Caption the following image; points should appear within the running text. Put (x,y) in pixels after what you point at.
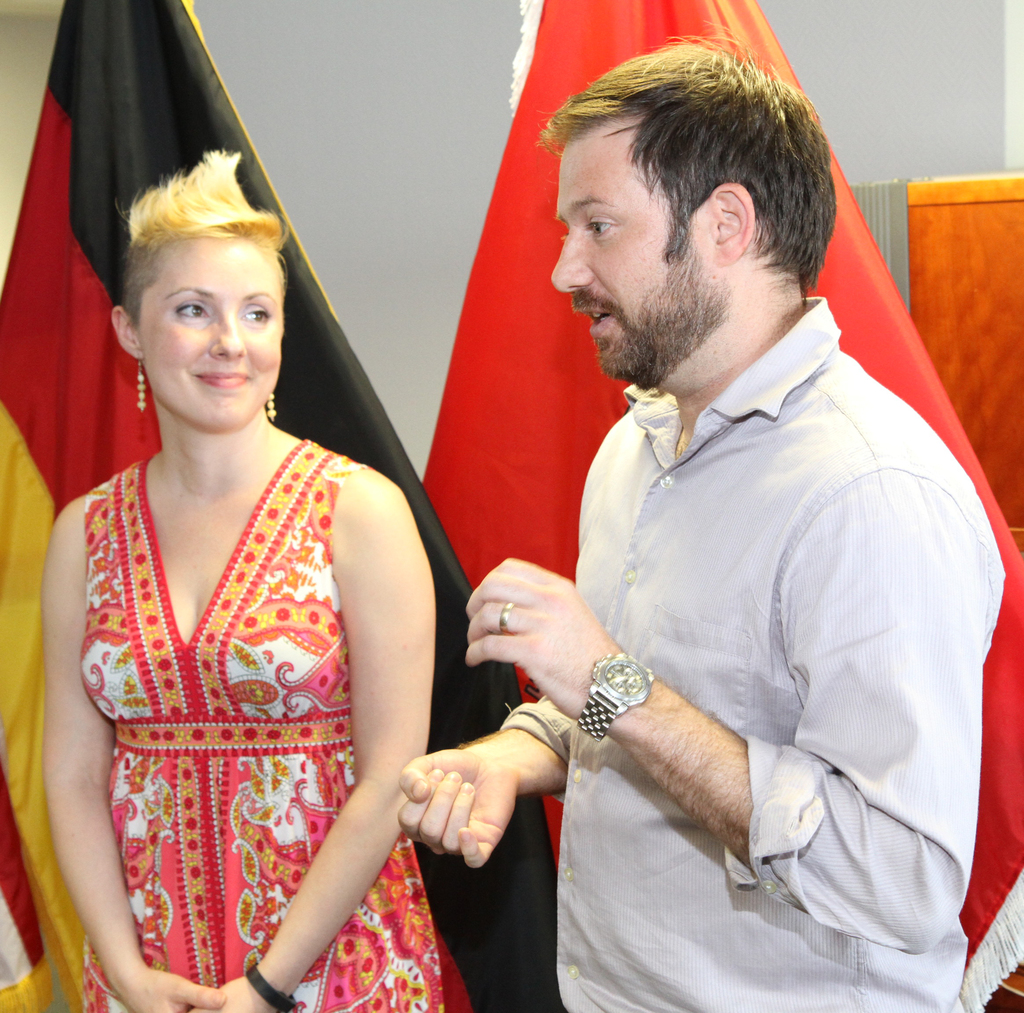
In this image I can see two people (490,645). In the background (414,122), I can see the flags (553,84) and the wall (406,179).
